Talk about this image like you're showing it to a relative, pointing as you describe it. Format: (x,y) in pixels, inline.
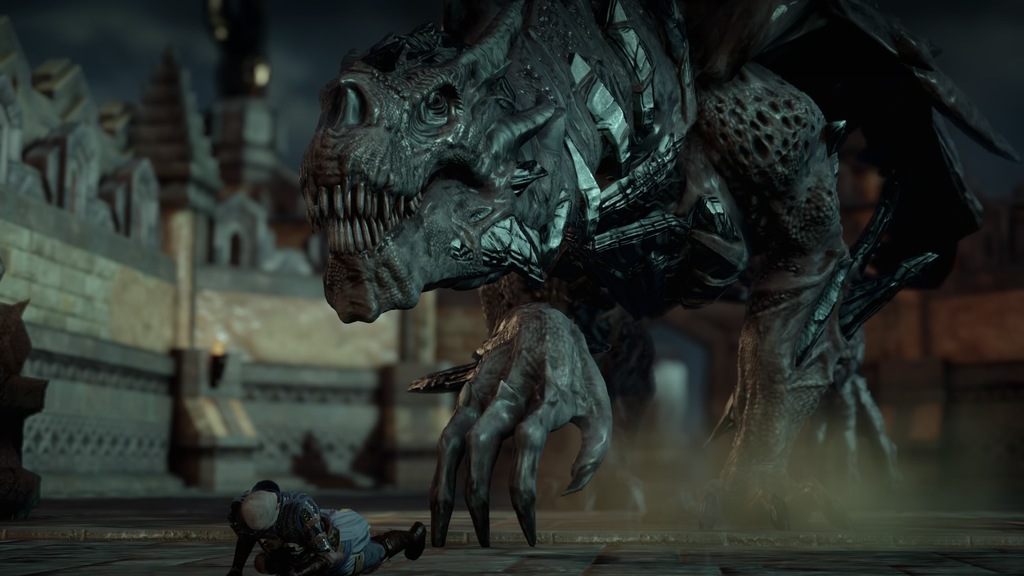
In this image I can see an animal (566,239) in-front of the person (364,538). An animal (560,271) is in ash and black color. I can see the person (367,523) on the road (155,550). To the side there is a building (187,220) and there is a blurred background (252,71).
